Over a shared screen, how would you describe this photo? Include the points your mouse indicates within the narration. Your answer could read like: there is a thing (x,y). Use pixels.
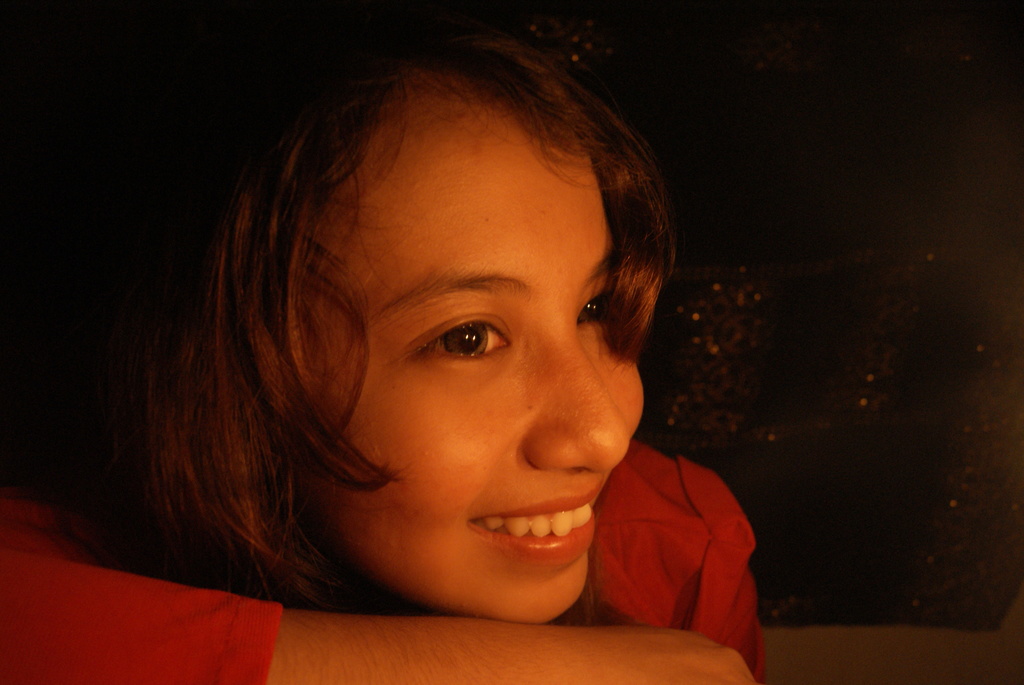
In this image I can see a person (547,539) wearing red color dress (696,516) and I can see a dark background (852,308).
